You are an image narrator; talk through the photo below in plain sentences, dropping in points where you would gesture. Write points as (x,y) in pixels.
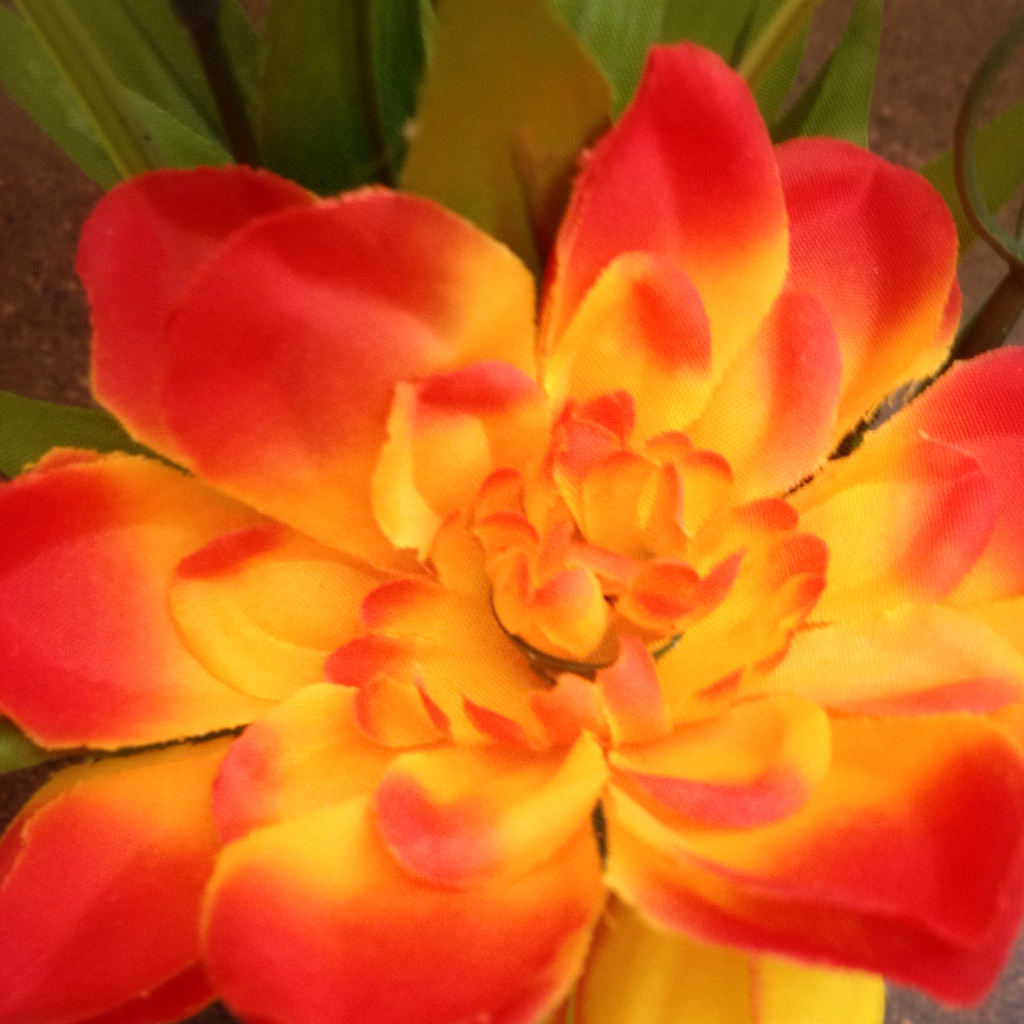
In this picture I can see a flower (738,302), and in the background (471,52) there are leaves (619,32).
